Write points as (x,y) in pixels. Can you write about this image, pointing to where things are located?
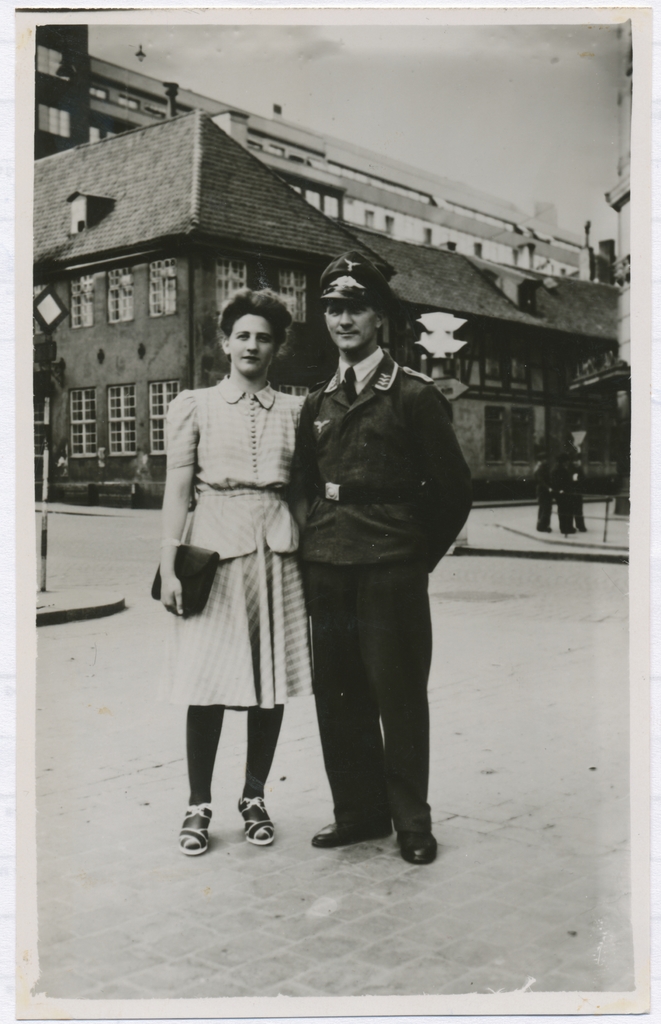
In this image we can see a photo. There are few people (241,686) in the image. A lady (265,535) is carrying an object (196,594) in her hand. We can see the sky (534,86) in the image. There are many buildings (233,279) in the image. There is a road (85,571) in the image. There is an object (46,469) at the left side of the image (45,511).
